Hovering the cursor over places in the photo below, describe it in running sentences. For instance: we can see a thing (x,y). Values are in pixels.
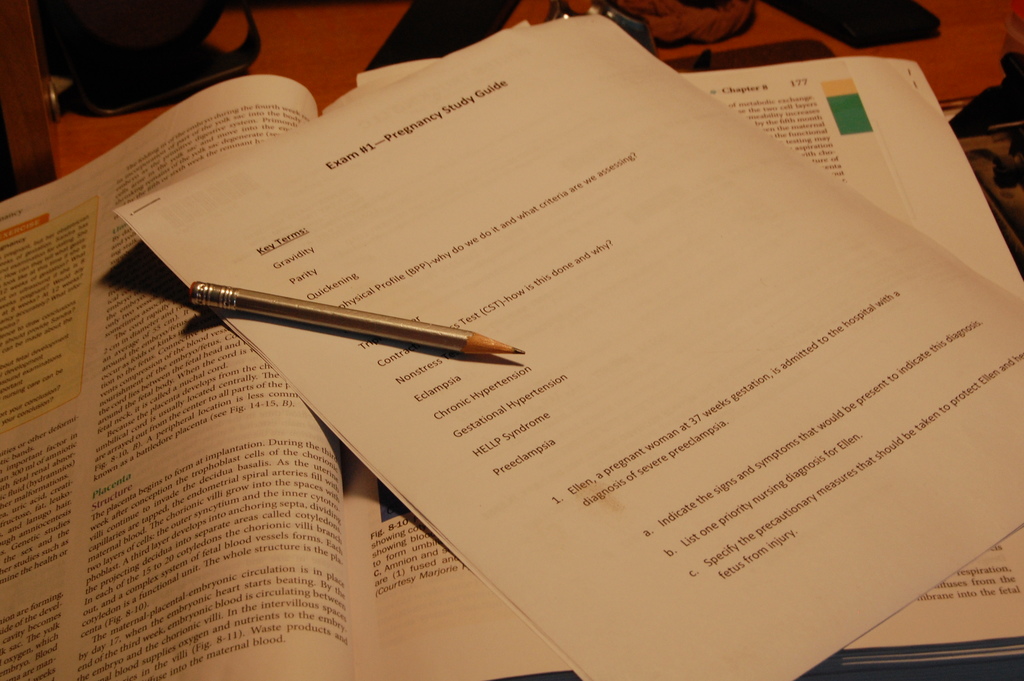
In this picture, there is a book (134,510), papers (552,333) and a pencil (255,294).
